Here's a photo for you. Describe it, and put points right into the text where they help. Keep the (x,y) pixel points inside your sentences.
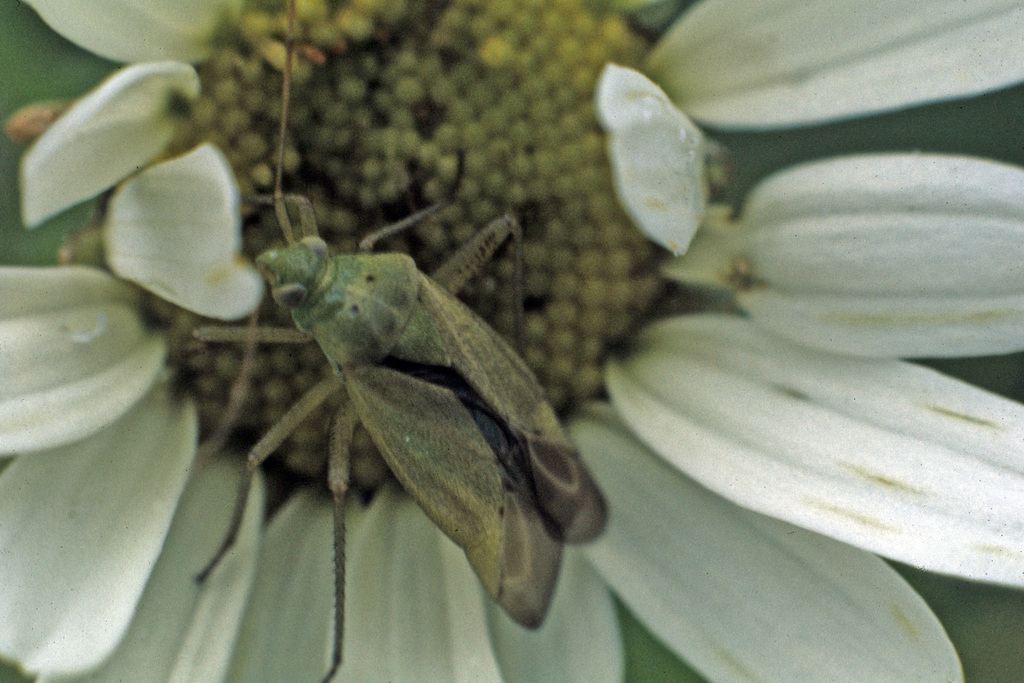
In this image we can see an insect (483,390) on a flower (373,494).
